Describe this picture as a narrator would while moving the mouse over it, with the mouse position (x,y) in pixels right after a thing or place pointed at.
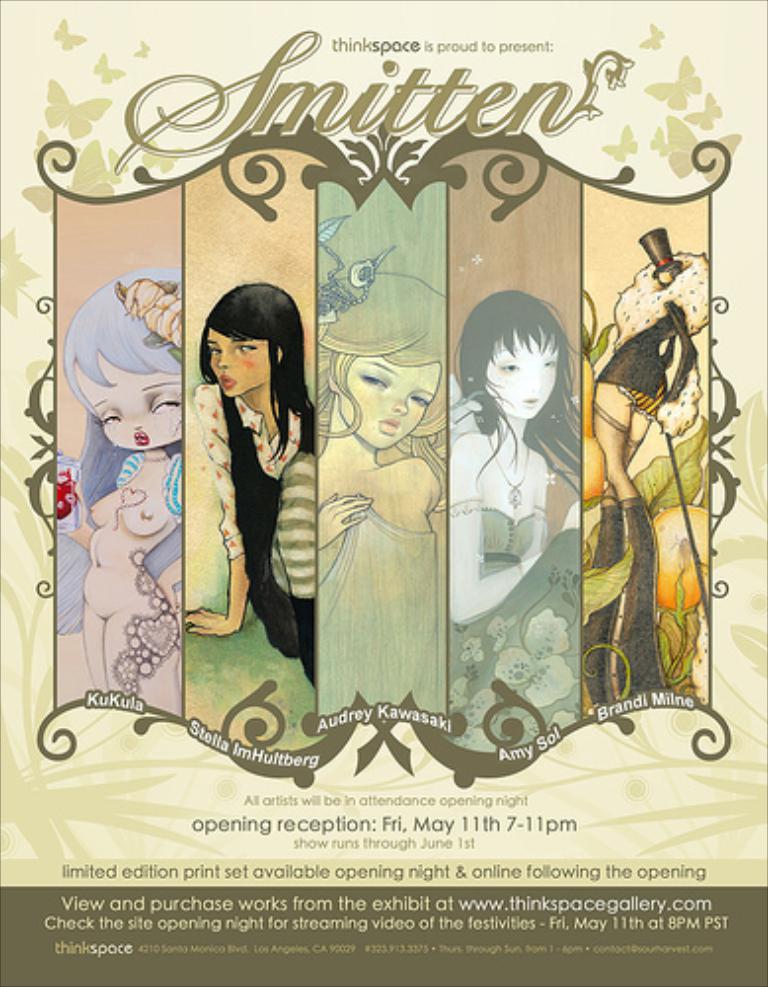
In this image, we can see a poster (305,516) with some images (692,563) and text (449,91).
